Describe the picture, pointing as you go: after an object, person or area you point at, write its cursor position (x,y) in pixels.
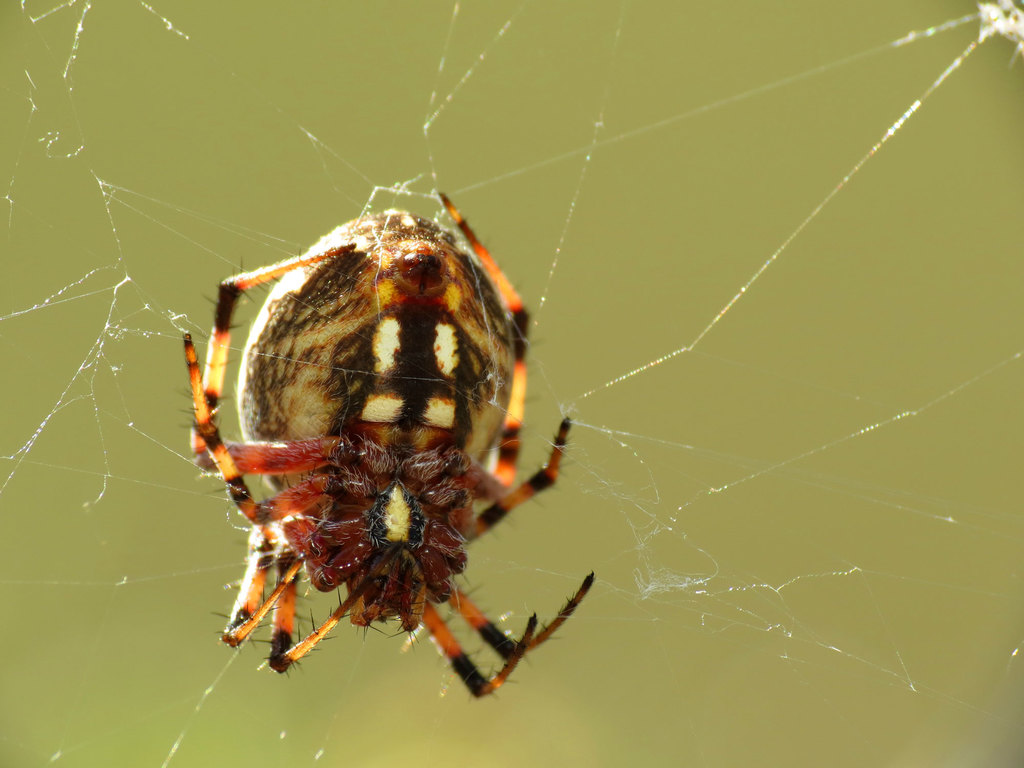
In this picture we can see a spider (460,448) and spider web (623,376).
